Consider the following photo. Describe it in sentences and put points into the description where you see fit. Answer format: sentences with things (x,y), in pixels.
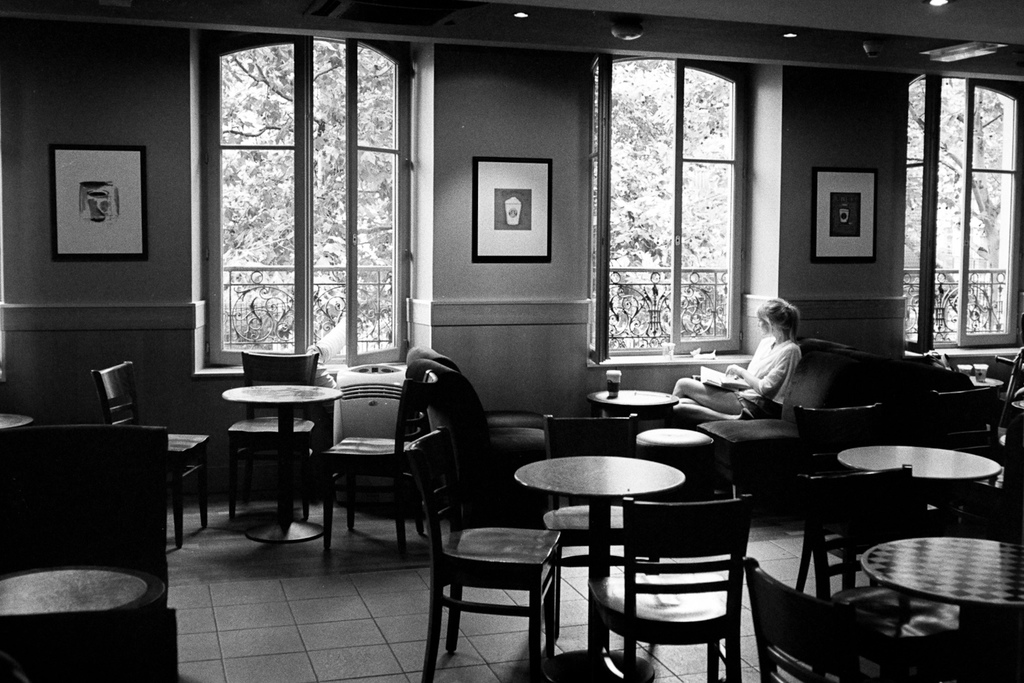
In this image, there is a person (763,381) wearing clothes (780,381) on the chair (789,392) in front of the table (638,406) beside the window (672,313). There are some tables (877,452) and chairs (722,517) in the bottom right of the image (688,542). There is a photo frame (137,242) in the top left (115,204) and in the top right of the image (822,211). There is a window (694,299) at the top of the image (264,122).
